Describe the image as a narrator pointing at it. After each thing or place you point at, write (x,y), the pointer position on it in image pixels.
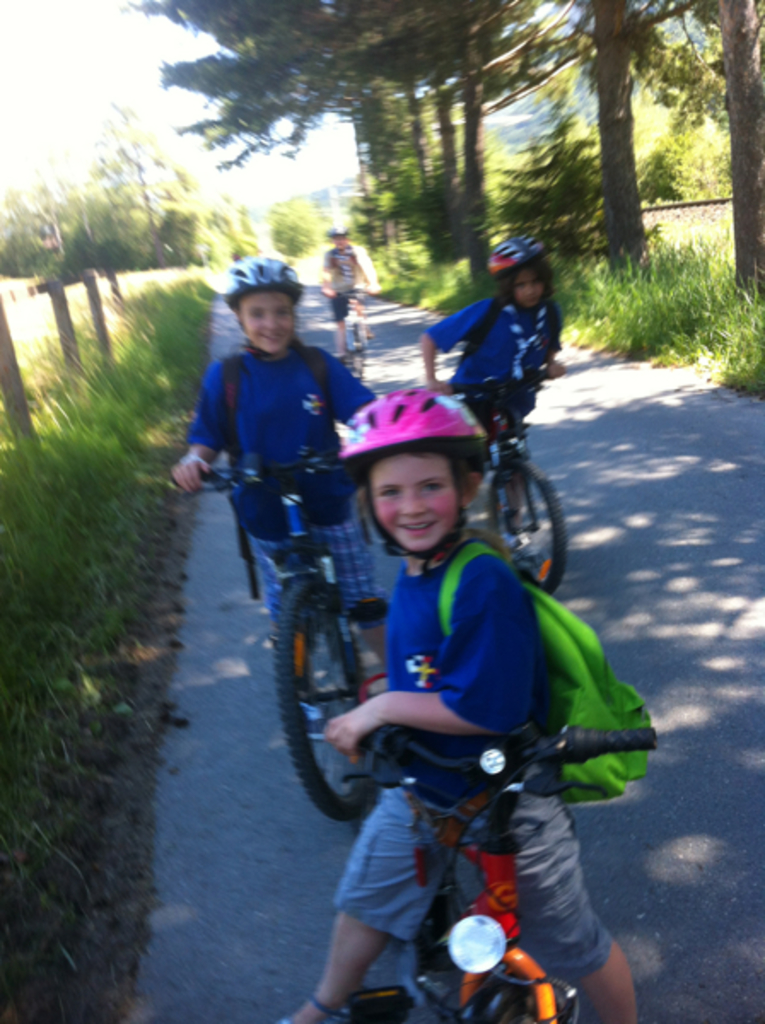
In this picture I can see there is a walkway (375,385) and there are few kids (307,395) riding the bicycle (338,625) on it, they are wearing helmets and bags (466,344), the kid (435,535) at the center (313,412) is smiling and there is grass (30,511) on both sides of the walkway (698,450), there are few trees (567,131) and the backdrop (532,145) is blurred.
